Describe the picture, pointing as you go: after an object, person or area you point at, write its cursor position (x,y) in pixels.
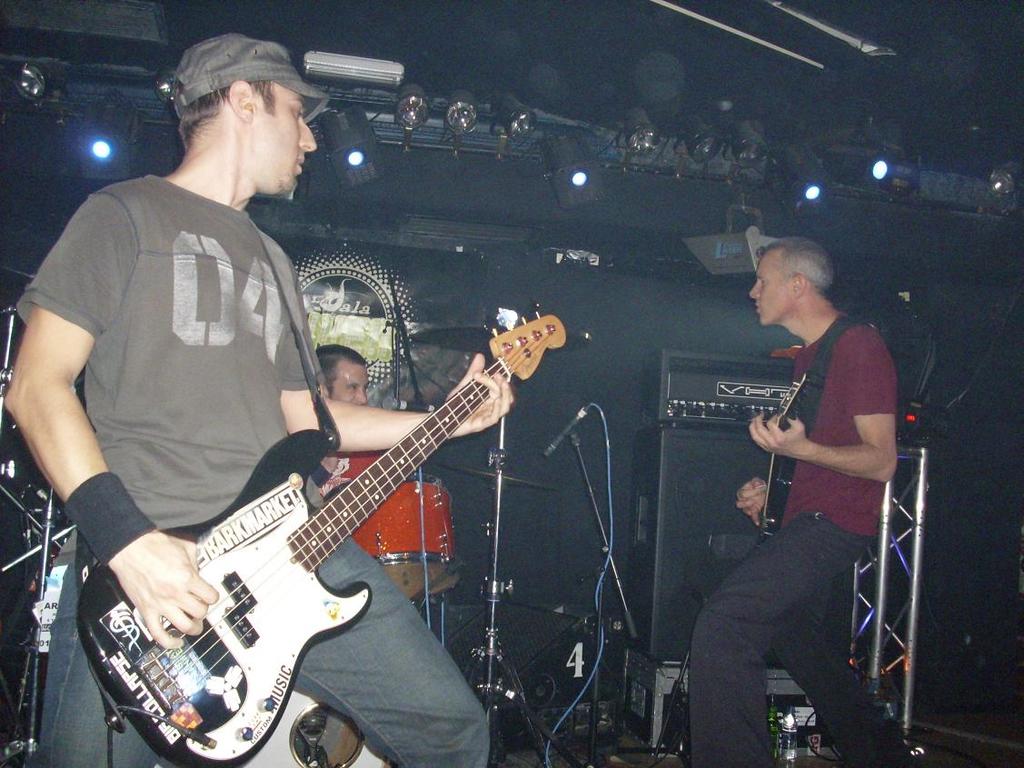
In this image I see 3 men (435,706), in which 2 of them are holding guitars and another one is with the drums (441,546). In the background (45,90) I see the lights (32,93) and an equipment (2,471).
